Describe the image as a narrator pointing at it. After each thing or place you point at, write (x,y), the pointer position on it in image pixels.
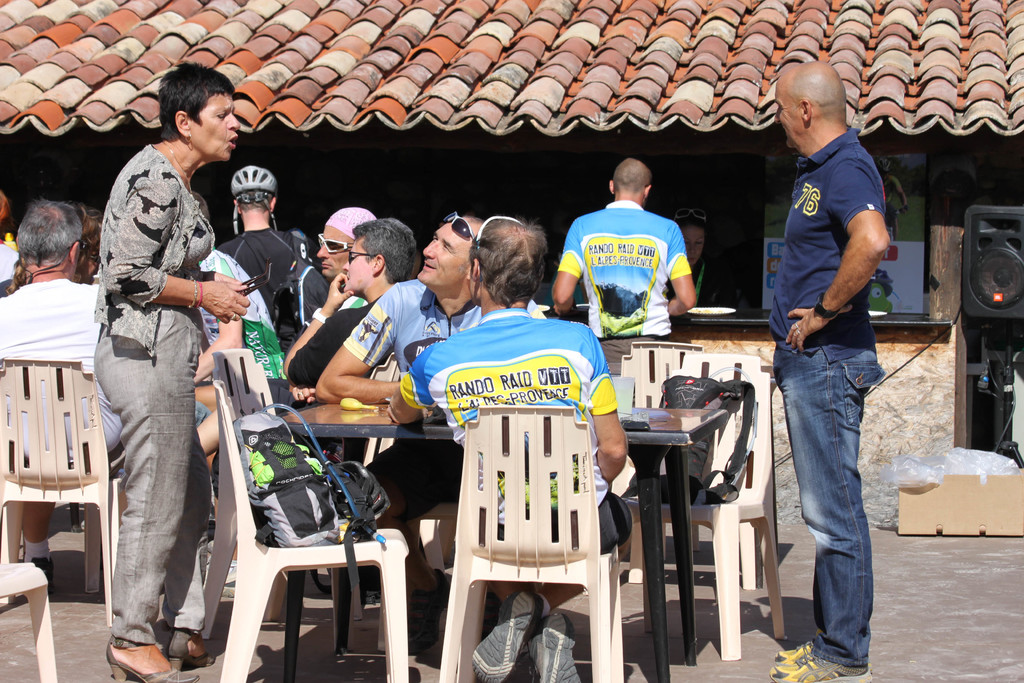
In this picture we can few people (271,294) sitting on the chair (65,448). these persons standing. there is a table (670,462). there is a bag (287,515) on the chair (320,563). We can see roof (831,47). A far we can see speaker (973,250) with stand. he wore glasses (458,234) and this is floor (940,613).
